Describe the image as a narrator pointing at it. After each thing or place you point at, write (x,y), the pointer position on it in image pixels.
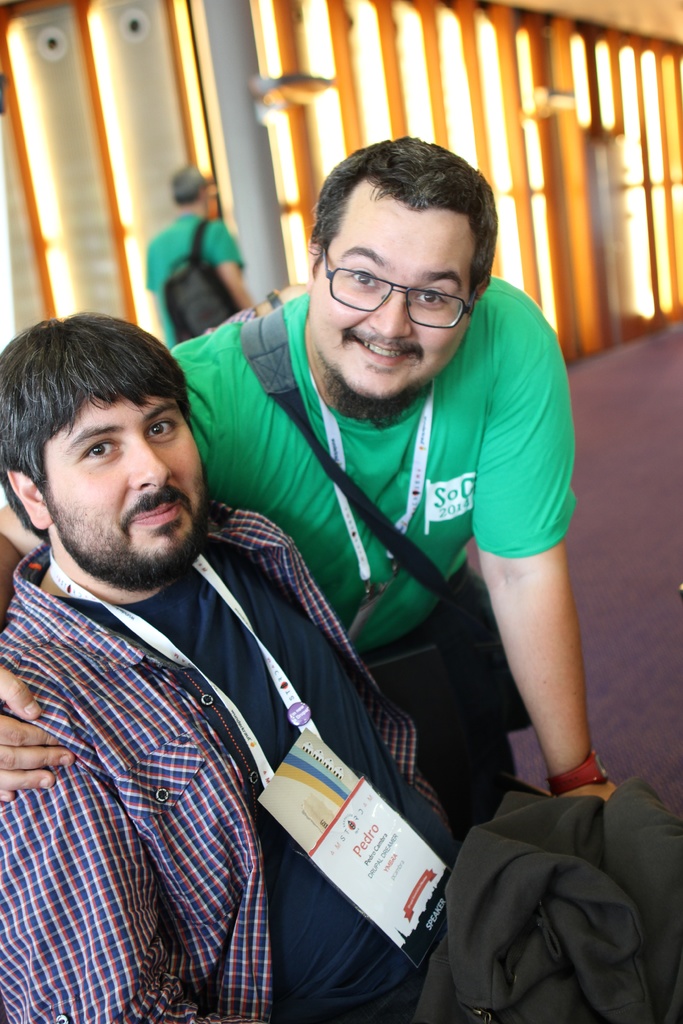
In this picture there is a man (386,282) who is wearing green t-shirt (446,440), bag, watch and jeans (505,737), beside him we can see another person (148,559) who is wearing shirt (174,975), t-shirt (327,645), card (308,742) and jacket (653,843). He is sitting on the bench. In the background (201,303) we can see another person (178,219) who is standing near to the tube lights (424,81) and pole (267,251).
